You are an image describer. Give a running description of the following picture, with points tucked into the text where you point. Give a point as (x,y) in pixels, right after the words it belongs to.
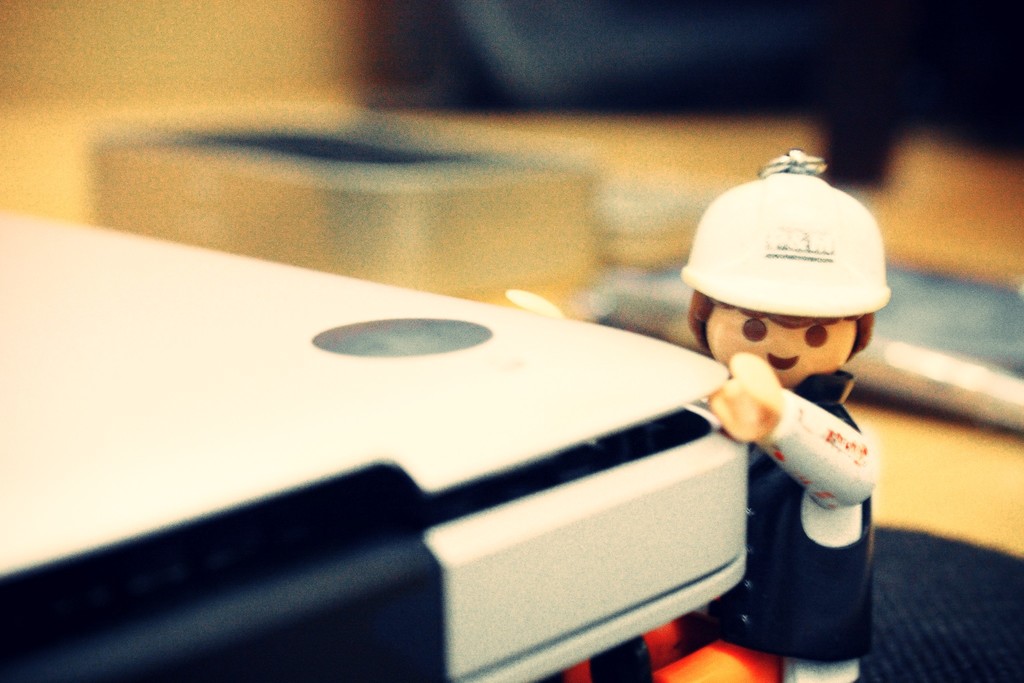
In this picture we can see toy (766,343) and objects (418,231). Background (78,40) it is blur.
